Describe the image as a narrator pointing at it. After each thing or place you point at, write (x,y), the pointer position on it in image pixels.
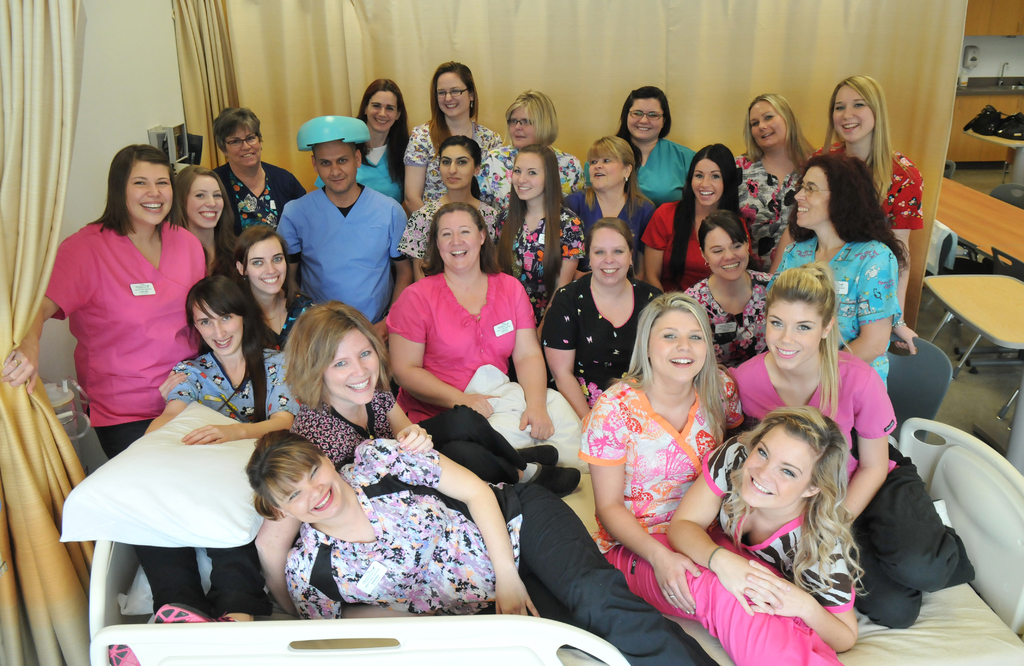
In this picture there is a women (537,353) who is wearing pink shirt (469,369) and trouser (451,445) and holding a pillow (560,434). Beside her we can see a man (358,187) who is wearing blue t-shirt (355,238). On the right (813,497) we can see the group of women (784,283) were sitting on the bed (917,448). On the left (122,313) we can see another group of persons (303,542) were sitting on the bed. In the back (708,62) we can see the cloth (627,52).
